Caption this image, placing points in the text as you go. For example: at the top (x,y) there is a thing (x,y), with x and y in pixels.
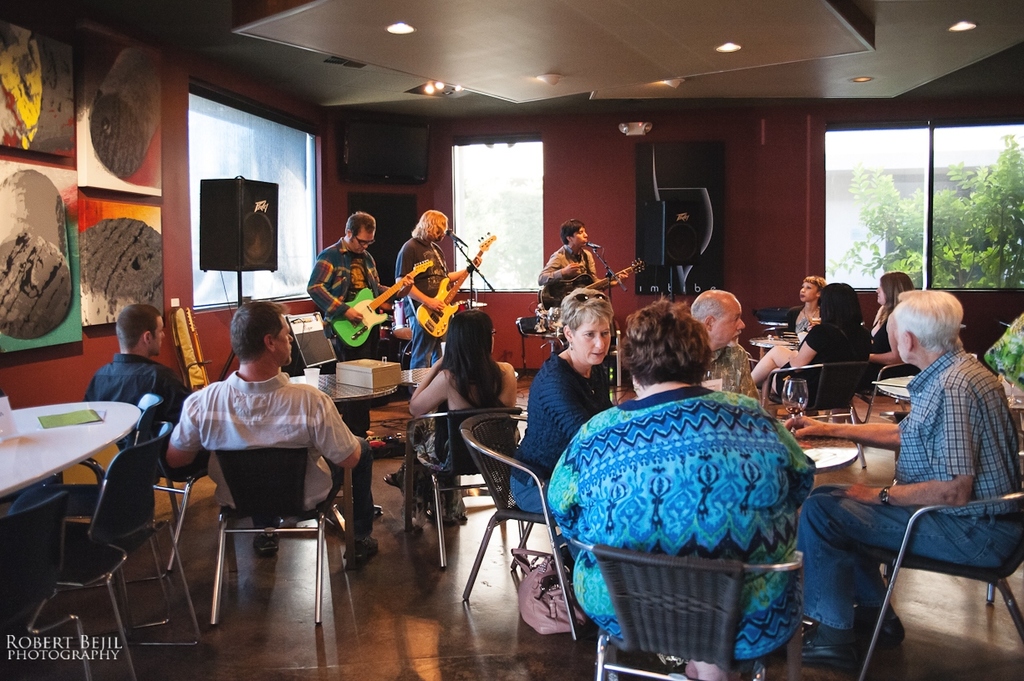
In this image i can see few people (529,398) sitting on chairs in front table (825,457). On the table (822,443) i can see few glasses (801,395) on the background (42,273) i can see 3 people (427,288) holding musical instruments (453,290) in their hands (440,303), few speakers (270,261), a wall (752,196), a television screen (411,178) and few photo frames (32,169) attached to the wall (329,123).
